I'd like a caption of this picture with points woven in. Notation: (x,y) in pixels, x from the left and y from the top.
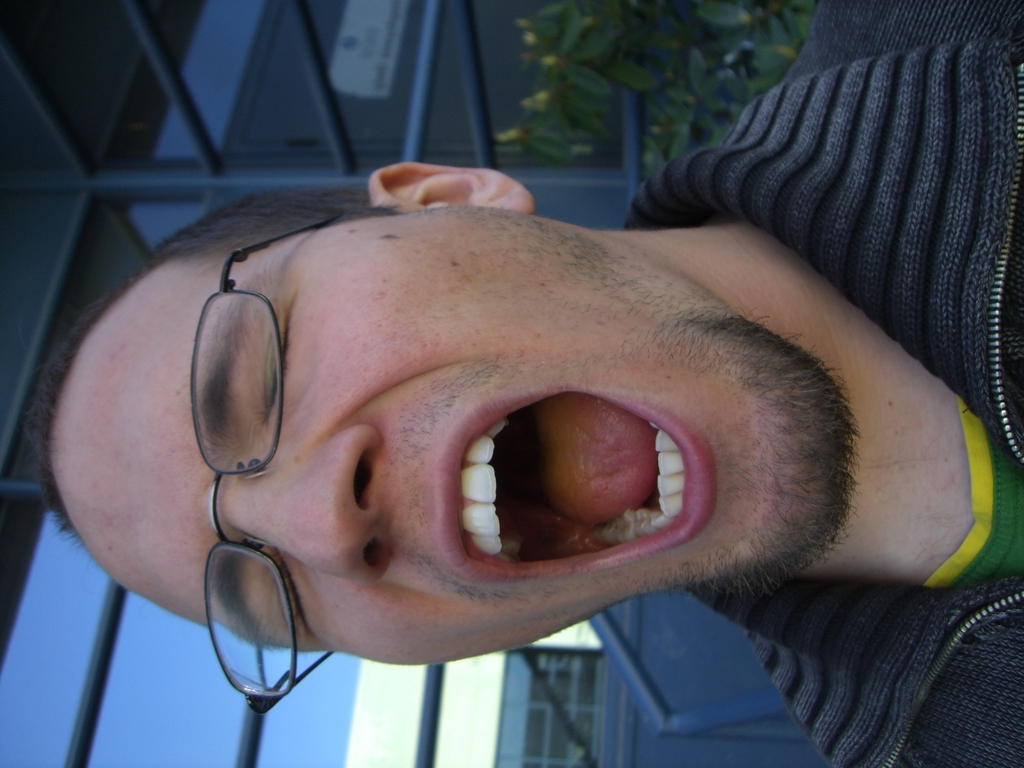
In this image we can see a person (918,580) wearing a jacket (974,185). In the background of the image (300,121) there are rods (439,685), buildings (450,674), plants (572,113), sky (201,732).
